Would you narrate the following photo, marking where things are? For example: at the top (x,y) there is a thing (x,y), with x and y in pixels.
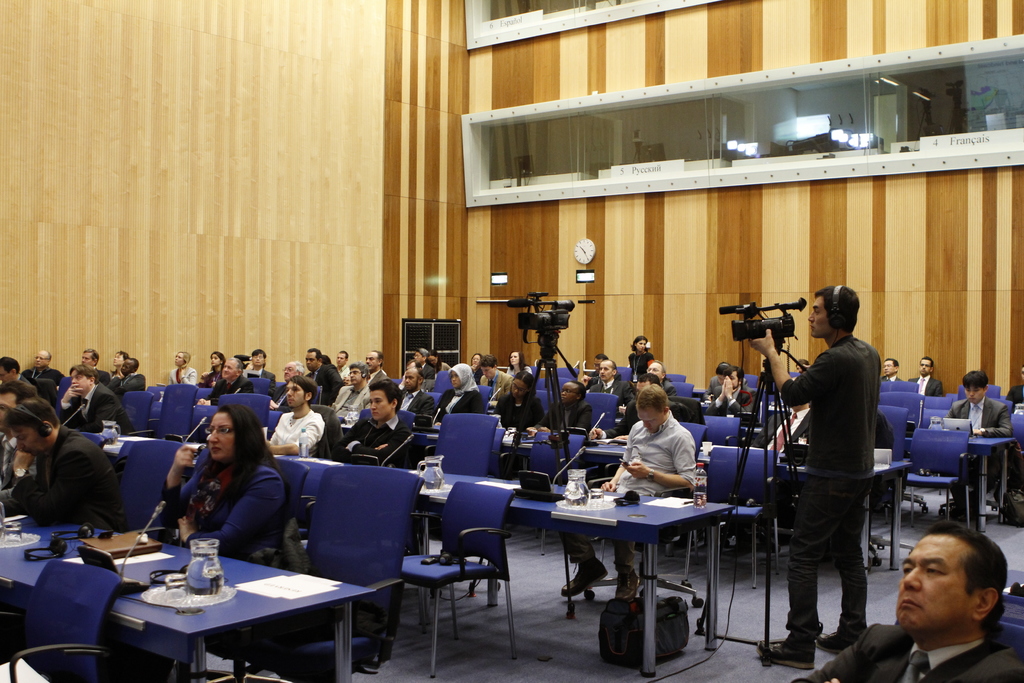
The picture is taken in a big hall (472,236) where number of people (655,361) are sitting on the chairs (316,538) and at the right corner of the picture (834,541) there is one person (806,557) standing and holding a camera (777,337) in front of him and wearing headphones (842,323) he is in black dress (826,484) and in front him another person (648,431) is sitting and watching a mobile phone (627,470). In Front of the people (242,517) there are tables (169,617) where waterjars (193,562) and books (140,542) and headphones (65,547) are present and behind the people (528,384) there is a big wall (611,258) and on the wall (590,262) there is a clock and at the middle of the picture (440,327) there is a big speaker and a big glass window (976,72) on the wall (427,157).
